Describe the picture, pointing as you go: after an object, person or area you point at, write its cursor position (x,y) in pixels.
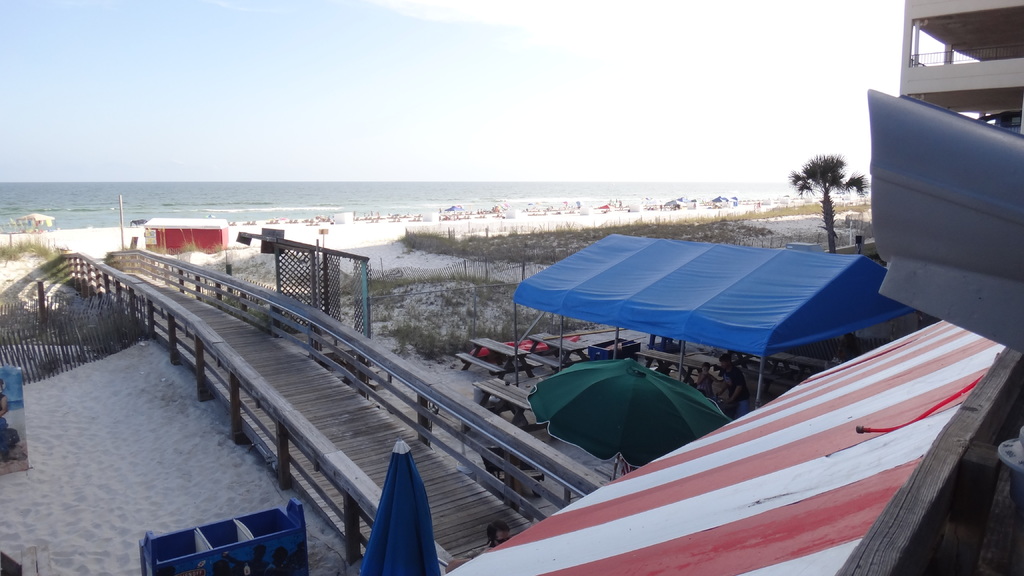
In this image we can see a small bridge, few tents (578,306), a few tables (483,361) and a few other objects (635,381) in the sand (185,396), there we can also see grass (803,207), a tree (825,218), the ocean (791,194) and clear sky (471,113).
